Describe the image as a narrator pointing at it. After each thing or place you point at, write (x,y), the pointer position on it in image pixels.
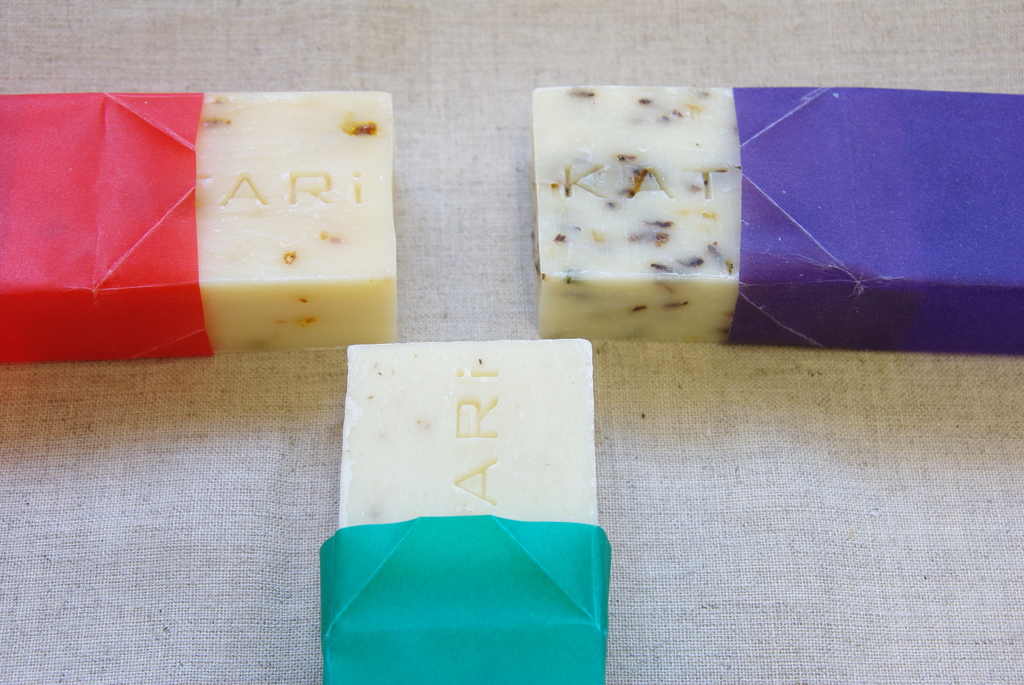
This image consists of soaps (633,186). The wrappers (109,143) are in different colors. At the bottom (52,567), it looks like a cloth (62,613).
